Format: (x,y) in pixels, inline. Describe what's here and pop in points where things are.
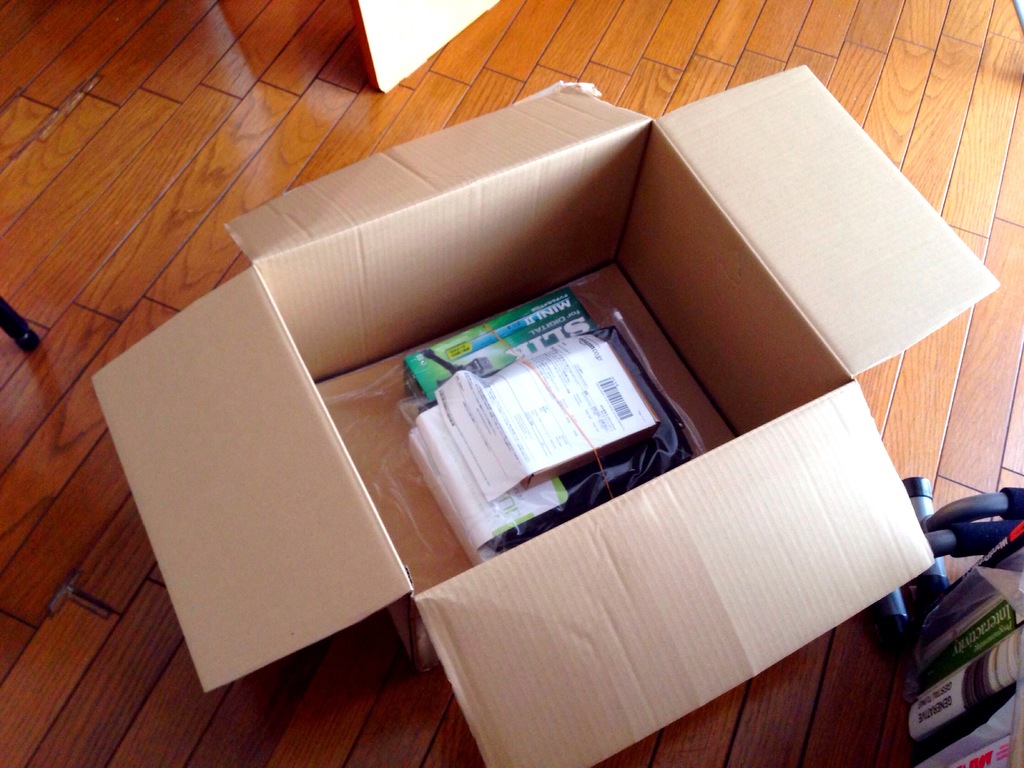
In this image I can see few objects (431,442) in the cardboard box (333,234). The box (397,168) is on the brown color surface (113,204). To the right (949,708) I can see the books (936,686).
